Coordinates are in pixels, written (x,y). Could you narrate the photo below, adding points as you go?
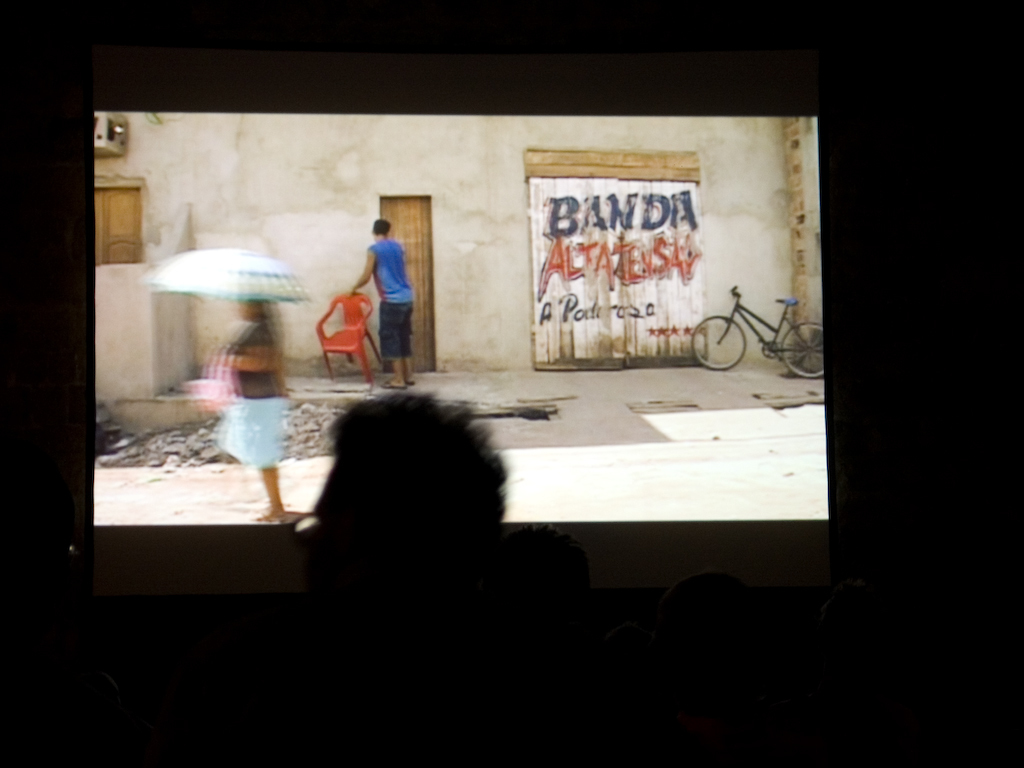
The picture is taken in a theater (106,612). In the foreground (526,585) the picture there are heads (516,602) of people (445,519). In the center of the picture (437,263) it is screen (451,353), in the screen (437,280) there is a woman (261,364) walking on the road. In the background (386,272) there is a man (386,316) holding a chair (339,341). It is a picture outside a city (644,371) on the streets (668,412). Around the screen (782,68) it is dark.
